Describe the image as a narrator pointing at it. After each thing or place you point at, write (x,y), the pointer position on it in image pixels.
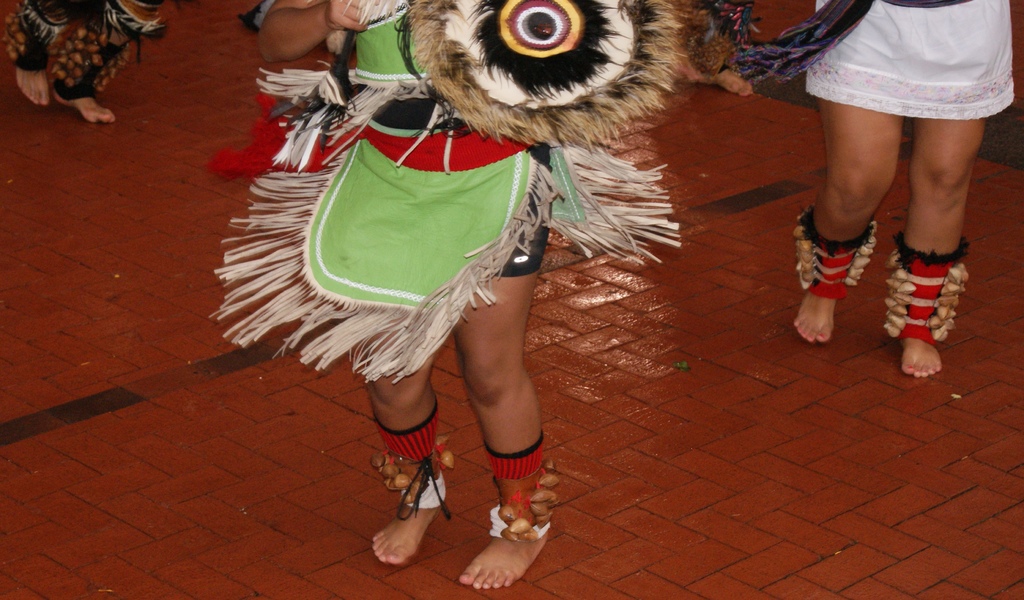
This picture seems to be clicked outside. In the foreground (463,97) we can see a person (447,146) wearing green color dress (437,285) and a person (987,60) wearing white color dress (952,41) and both of them seems to be dancing on the ground (770,464). In the background (120,54) we can see some other persons (723,67) and we can see the pavement (716,564).
